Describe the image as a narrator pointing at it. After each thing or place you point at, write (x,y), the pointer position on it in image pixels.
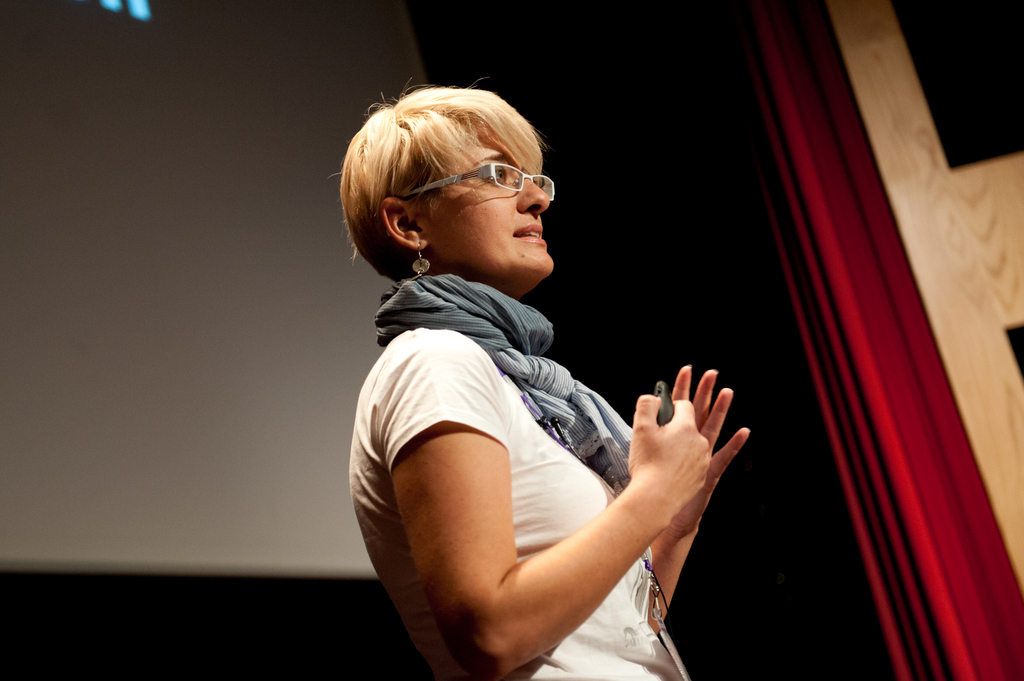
A beautiful woman (618,501) is standing, she wore white color dress (576,522) and spectacles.
